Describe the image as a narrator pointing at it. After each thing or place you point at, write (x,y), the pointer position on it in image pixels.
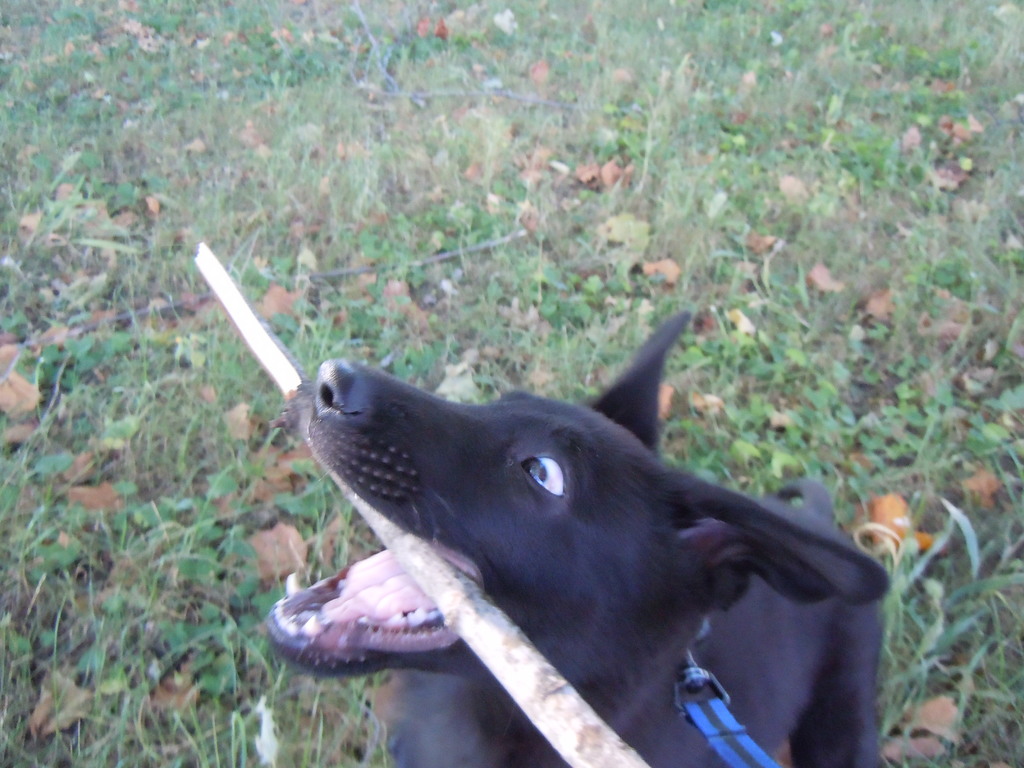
In this image, we can see a dog (683,608) is holding a stick (449,610) with mouth (364,612). Here there is a belt (732,726). Background (1009,660) we can see plants (998,637) and leaves (74,688).
